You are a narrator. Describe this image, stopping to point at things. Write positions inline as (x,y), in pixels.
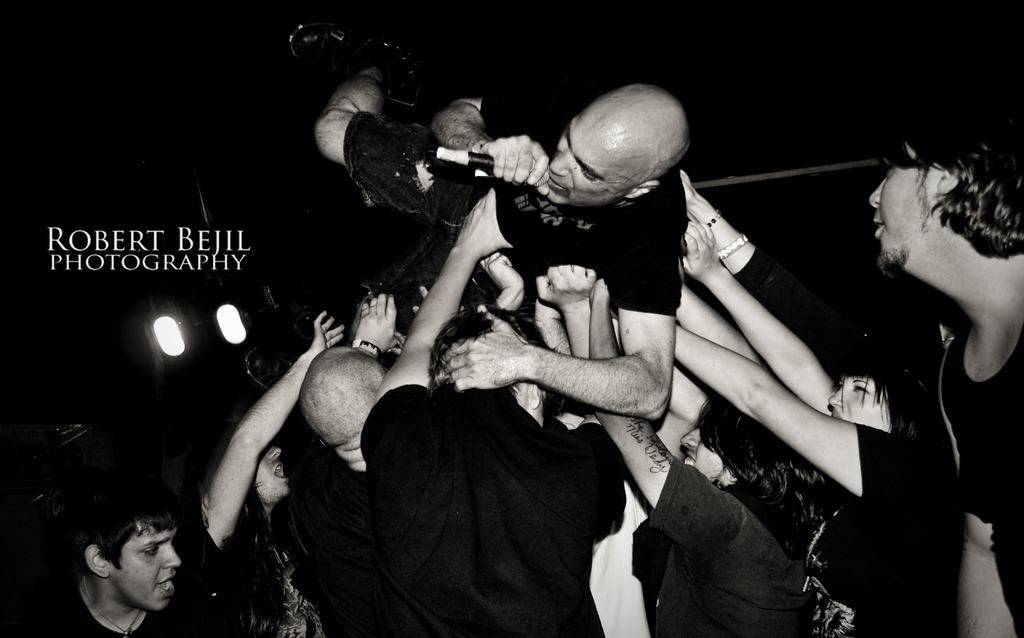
Here a man (671,287) is laying on these people (688,337), he wore a black color t-shirt (617,233) and he is singing in a mic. In the down side there are many people (606,460) who are standing and holding his, left side there are lights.
